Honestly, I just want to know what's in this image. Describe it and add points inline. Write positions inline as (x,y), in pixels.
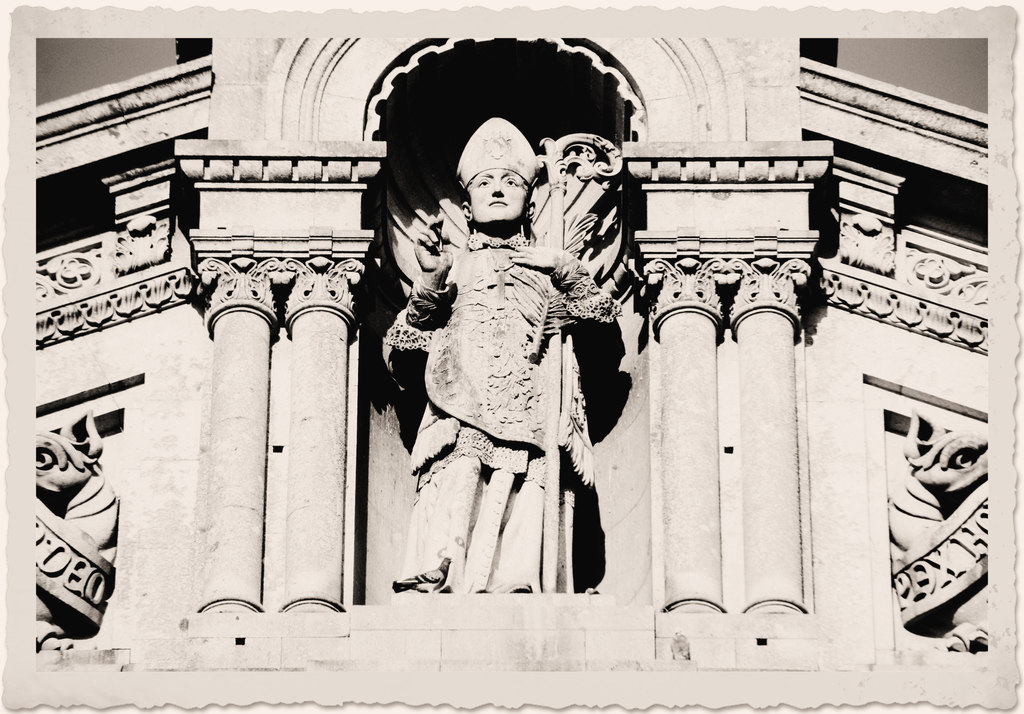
In this picture I can see sculpture (486,343) to the building (338,266).
